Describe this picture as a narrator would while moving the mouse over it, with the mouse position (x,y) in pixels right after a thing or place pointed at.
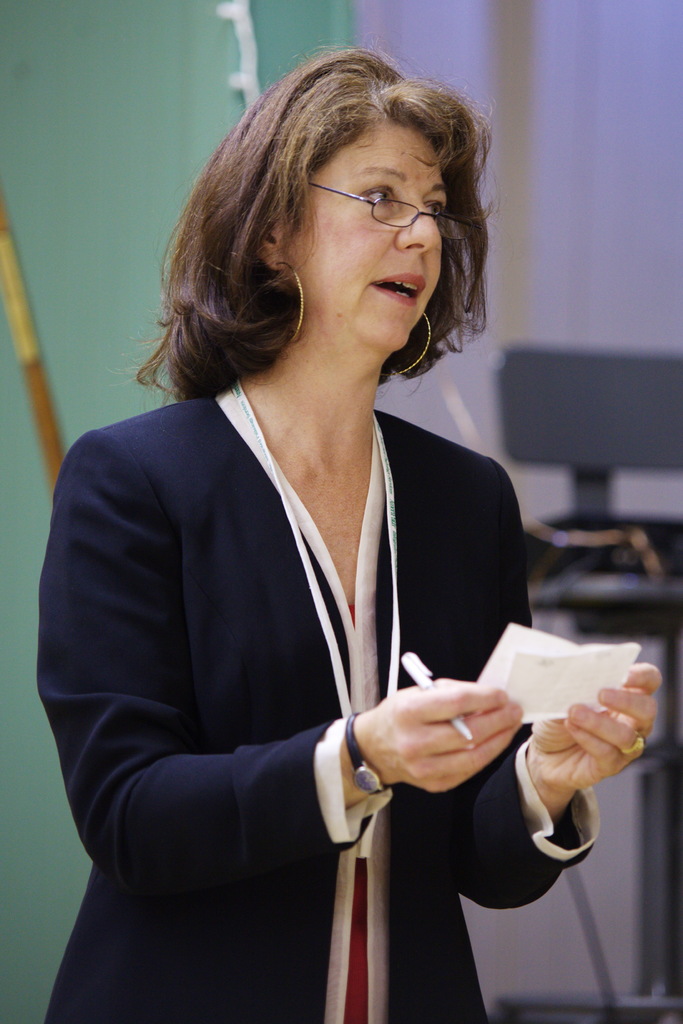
In this image we can see a lady (397,625) holding a pen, and a paper (528,686), behind her we can see the curtain (120,281), also we can see the wall (13,542).
